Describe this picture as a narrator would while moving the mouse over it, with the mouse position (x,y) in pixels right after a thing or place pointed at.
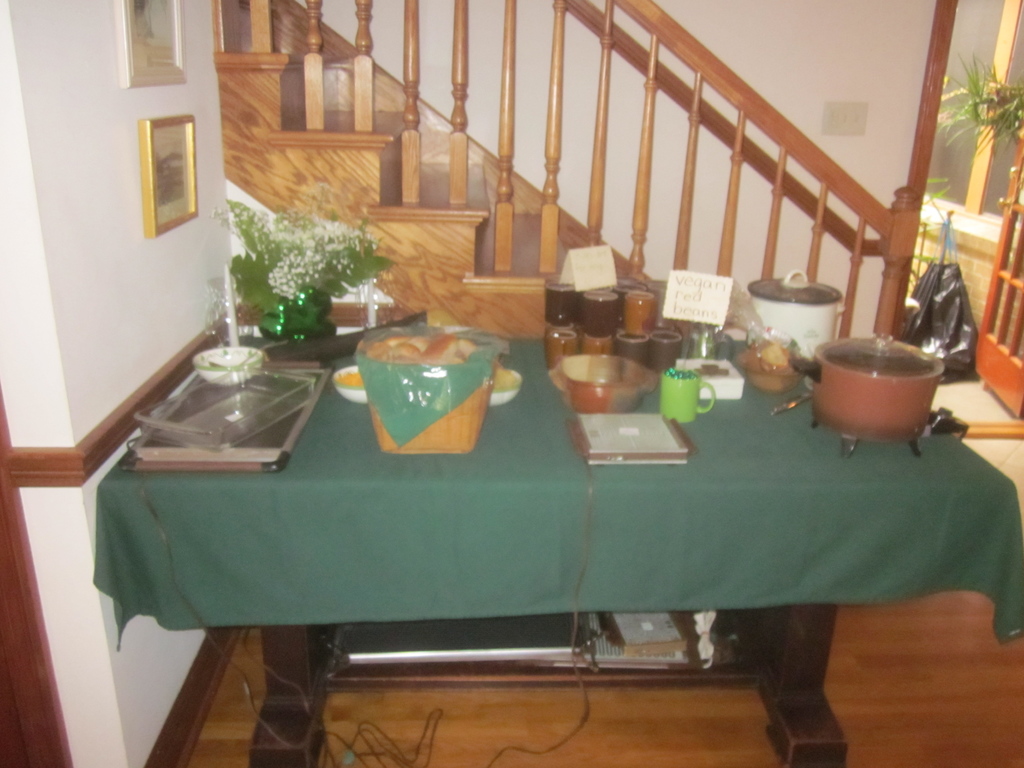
In the image in the center (524,398) we can see one table (414,485). On the table (406,520), we can see one cloth (477,524), plates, cookers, mugs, banners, boxes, baskets (411,440), bowls (639,387), plants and few other objects (296,392). In the background (823,20) there is a wall (975,287), switch board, door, plastic cover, plant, staircase (387,241), wires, photo frames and few other objects (535,625).
